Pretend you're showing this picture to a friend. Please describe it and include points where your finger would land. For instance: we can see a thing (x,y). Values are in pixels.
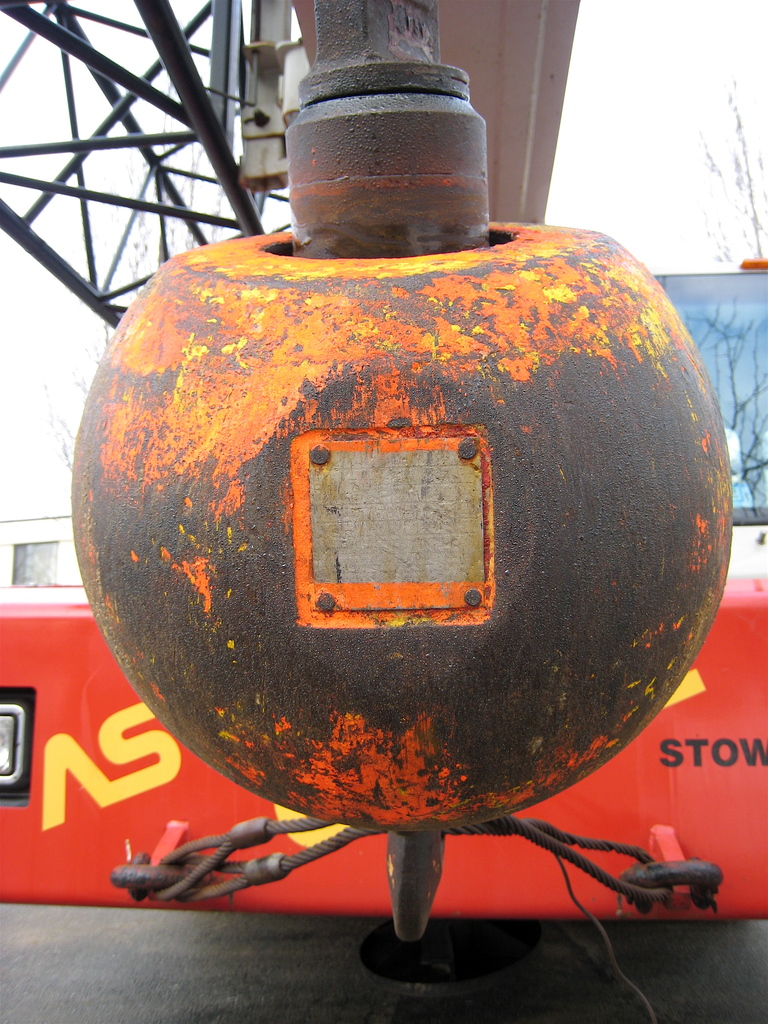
In this image we can see a vehicle (739,324) at the right side (747,356). There are few trees (744,155) in the image. There is the sky (753,145) in the image. There are few objects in the image.
